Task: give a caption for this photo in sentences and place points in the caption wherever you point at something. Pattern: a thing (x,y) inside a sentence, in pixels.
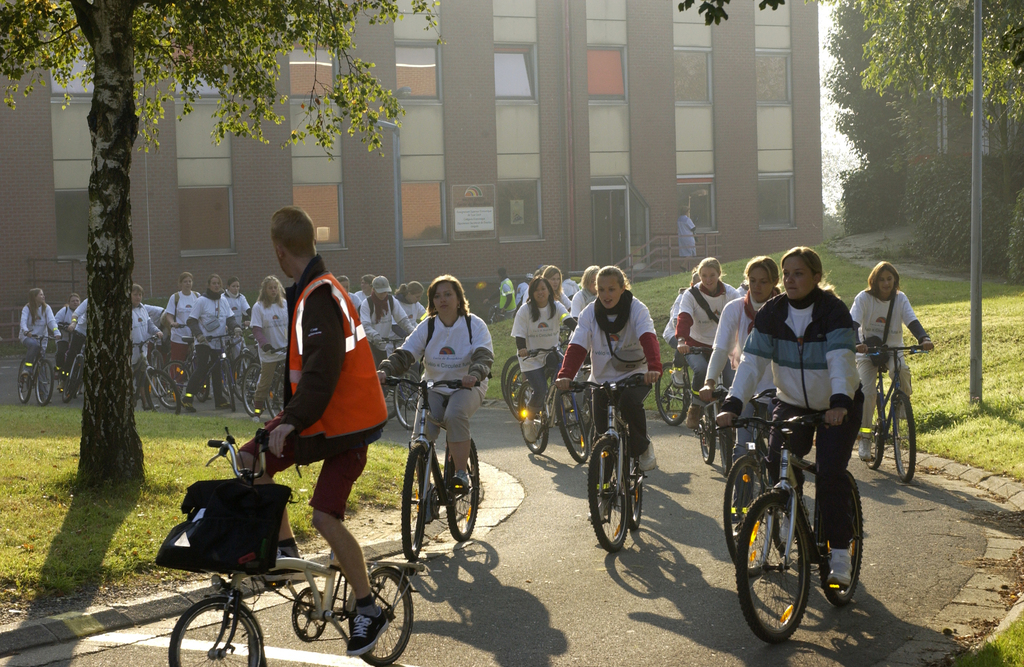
In this picture there are many people (755,314) riding their bicycles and the guy (307,337) who is in front (343,402) has a certain uniform (301,348). There are also trees (131,456) on both the sides of the image. In the background (803,151) there is a building (818,232) which has many glass windows (783,184) and a lady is standing near the building (677,203).
